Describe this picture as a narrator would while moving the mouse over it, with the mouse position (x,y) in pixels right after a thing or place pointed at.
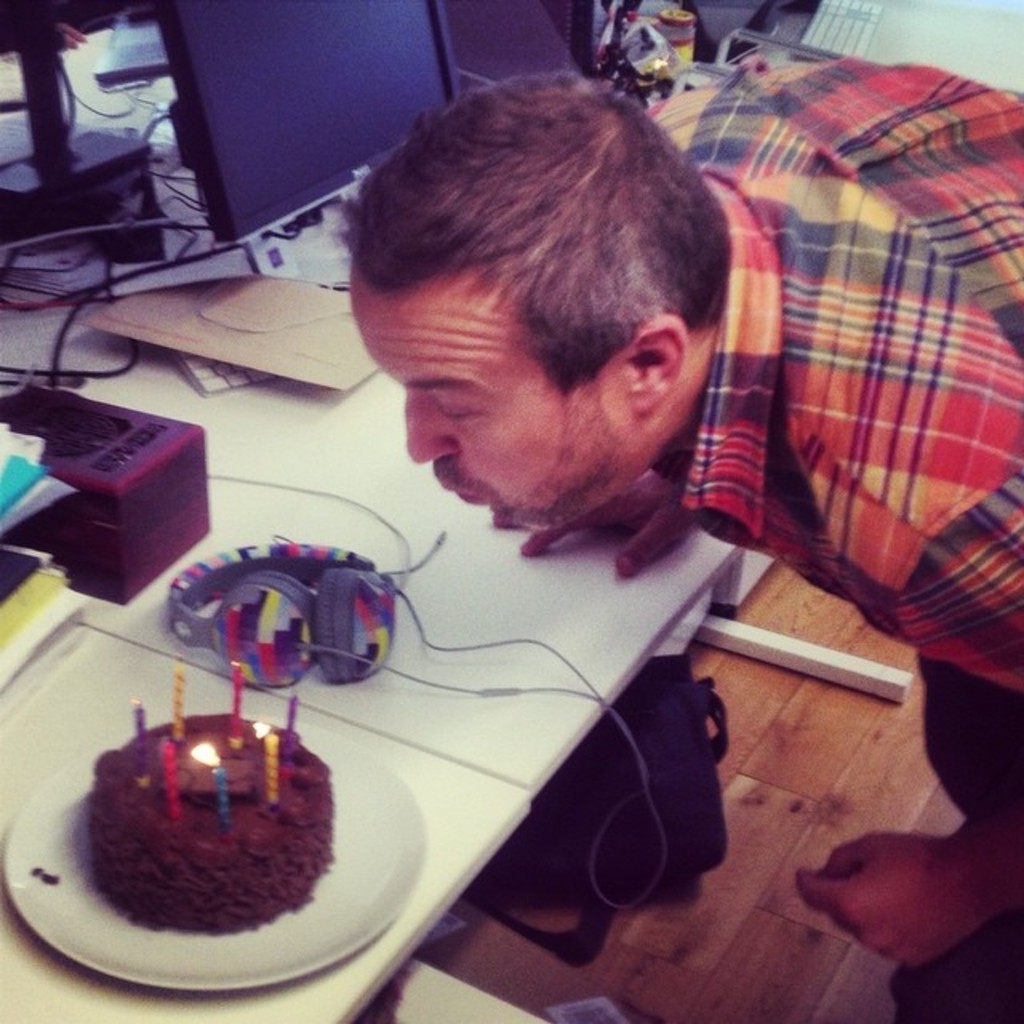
In this image we can see a man (754,389). We can also see a cake (230,874) with candles (221,770) on the plate (338,809) which is on the white table (464,694) and on the table (533,590) we can see the headphones (277,558), monitor (289,149), wires (173,190), papers (218,282) and also keyboard (856,27) and some other objects (626,67). We can also see a black color bag (704,813) on the floor (742,955).
